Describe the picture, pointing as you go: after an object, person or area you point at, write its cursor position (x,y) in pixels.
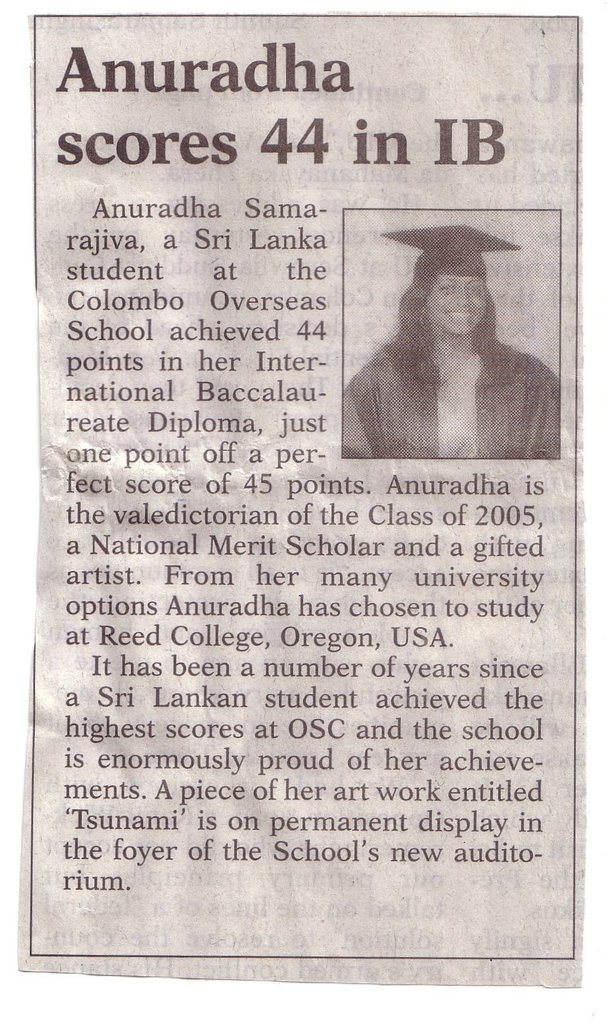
In this image I can see a person (425,434) and a text (291,498). This image looks like a paper cutting (283,815).
